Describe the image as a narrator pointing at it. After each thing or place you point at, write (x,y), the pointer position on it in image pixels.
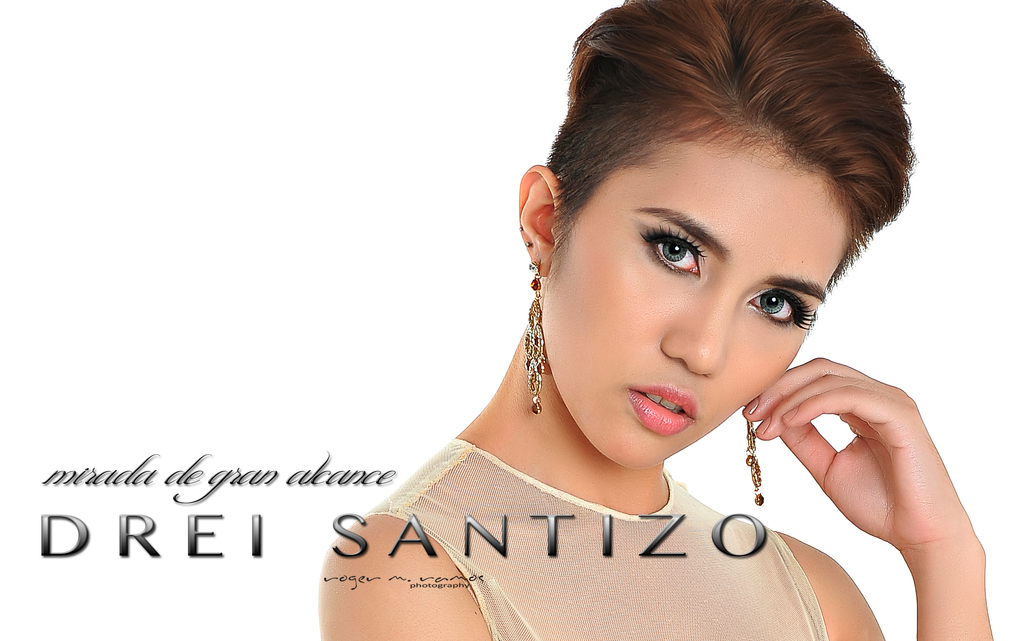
In this image we can see a lady (540,413) wearing earrings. Also there is something written on the image.
